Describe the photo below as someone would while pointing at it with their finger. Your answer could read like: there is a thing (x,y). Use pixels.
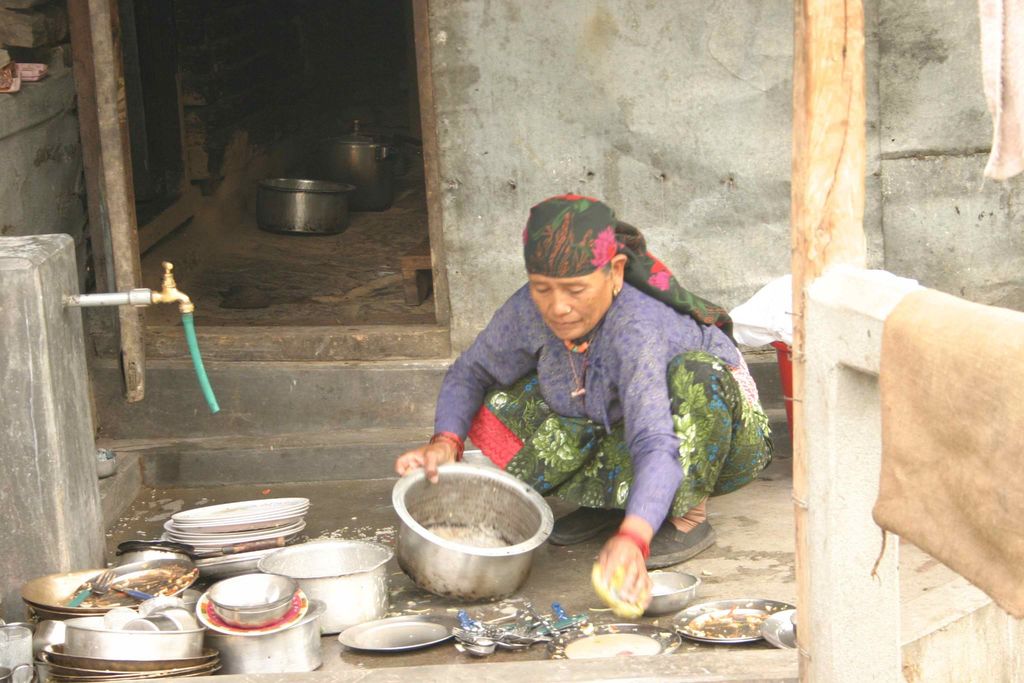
In this image, we can see a woman (594,365), she is washing the utensils (304,602), we can see a tap (152,292) and there is a wall (650,33), we can see a door (92,98).
